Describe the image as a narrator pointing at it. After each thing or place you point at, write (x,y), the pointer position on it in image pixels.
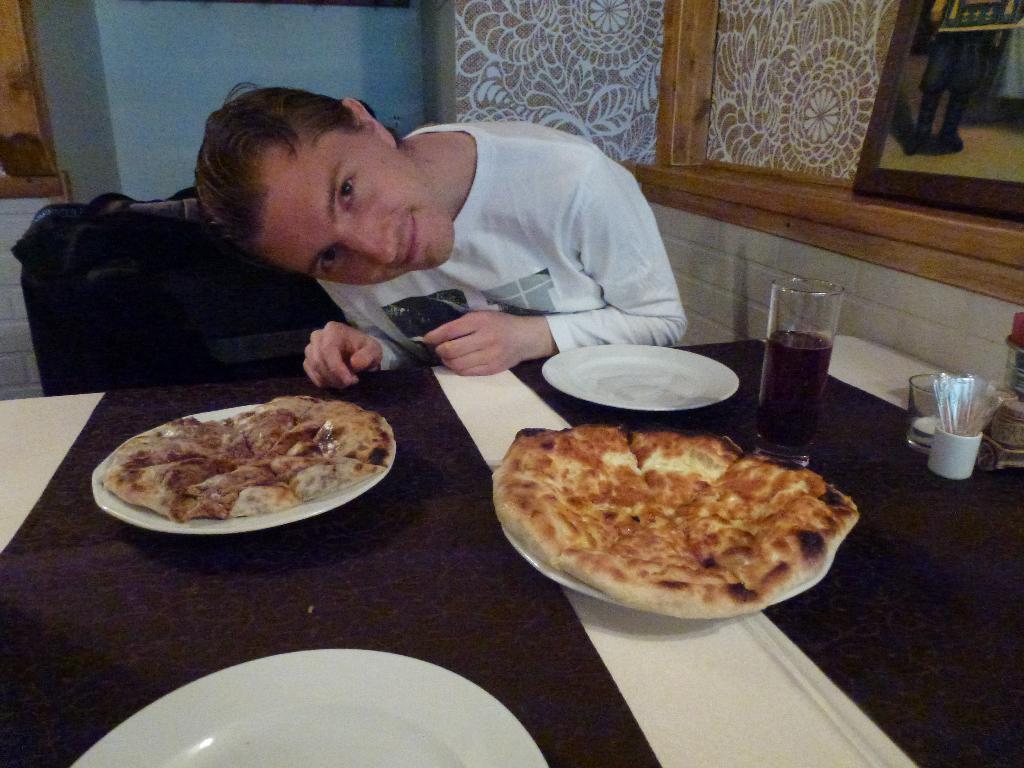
In this picture I can see a person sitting and there is a bag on the chair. I can see glasses (771,426), food items (847,517) on the plates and some other objects (959,411) on the table (631,712), and in the background (504,93) there are walls (748,93).
